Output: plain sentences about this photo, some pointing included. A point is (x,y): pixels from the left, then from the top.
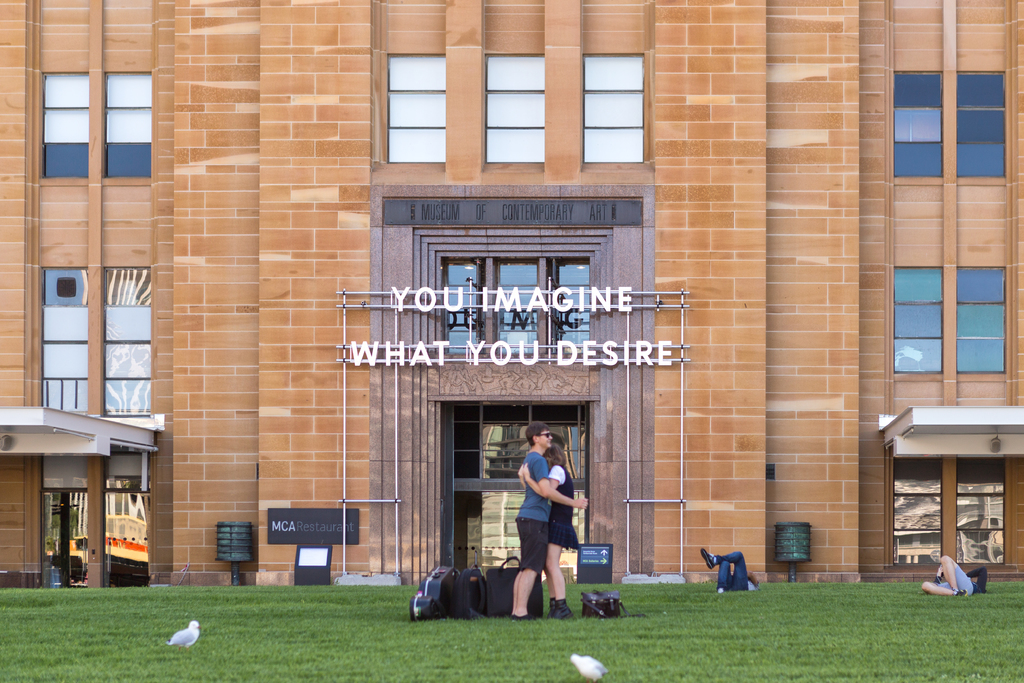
This image consists of a building (876,438) along with windows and a door (579,533). And we can see the text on a stand (386,292). At the bottom (480,669), there is green grass (381,647). And we can see two birds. In the front (552,522), there is a man (532,526) and a woman (551,529) hugging. And we can see many bags (450,590) in this image.
